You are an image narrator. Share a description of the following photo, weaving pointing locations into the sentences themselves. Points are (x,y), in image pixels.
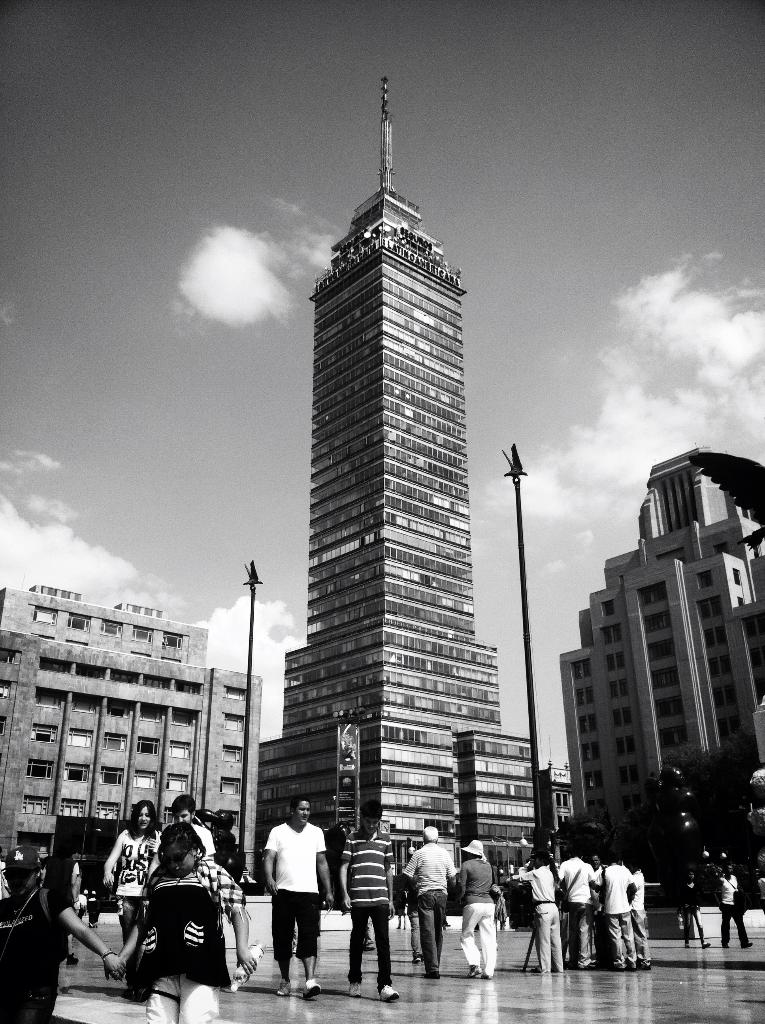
This is a black and white picture. In the foreground of the picture (321,890) there are people (386,902) walking. In the center of the picture (373,462) there are buildings (611,765), skyscraper (466,796), trees (709,814) and poles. Sky (214,353) is bit cloudy and it is sunny.
